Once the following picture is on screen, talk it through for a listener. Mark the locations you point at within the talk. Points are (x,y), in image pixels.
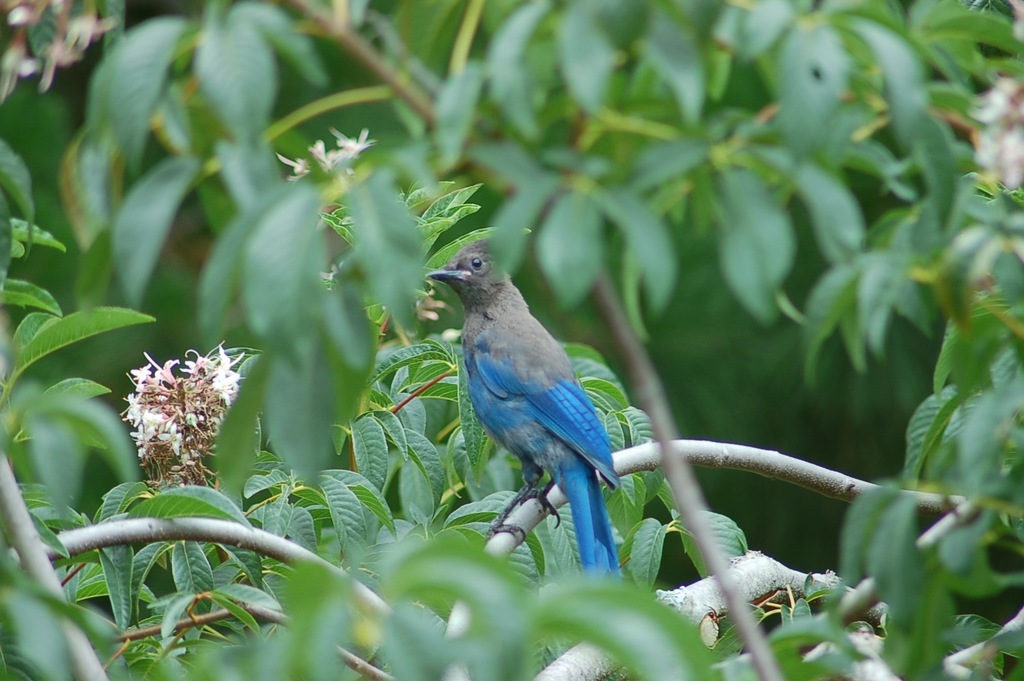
In the picture I can see a bird (504,406) is sitting on a branch (536,520) of a plant (559,505). In the background (198,485) I can see flower plants (202,381), these flowers (183,380) are white in color.
